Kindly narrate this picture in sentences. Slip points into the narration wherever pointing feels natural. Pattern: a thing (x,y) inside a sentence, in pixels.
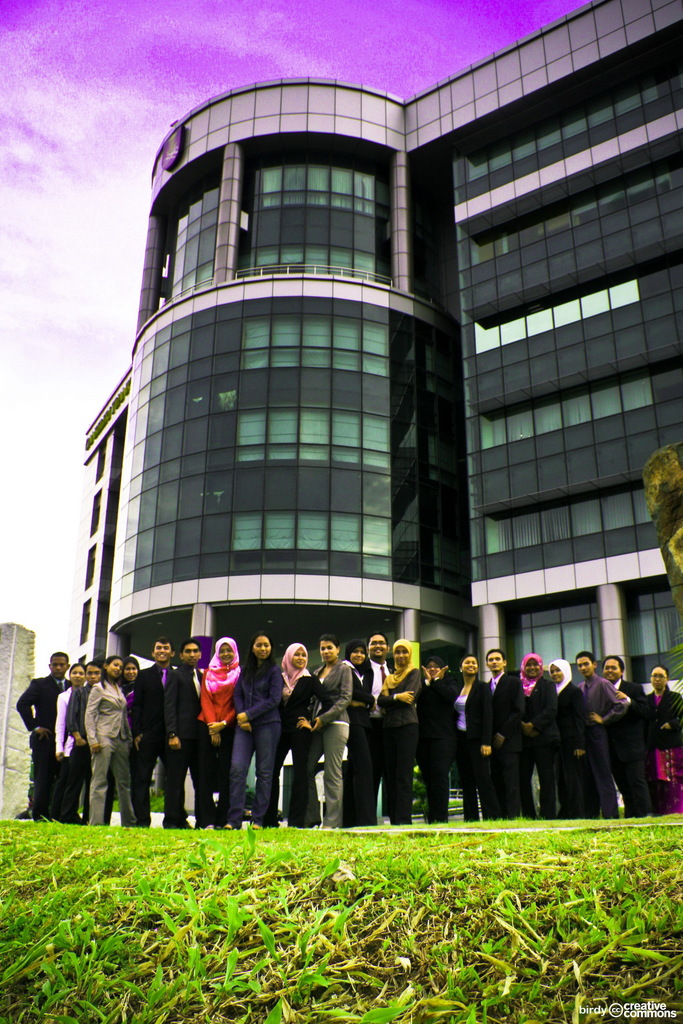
This is an edited image. In the center of the image (245,676) there are people (49,760) standing on grass (277,846). In the background of the image (200,628) there is a building (277,621). At the top of the image (20,44) there is sky (121,52) in pink color.
